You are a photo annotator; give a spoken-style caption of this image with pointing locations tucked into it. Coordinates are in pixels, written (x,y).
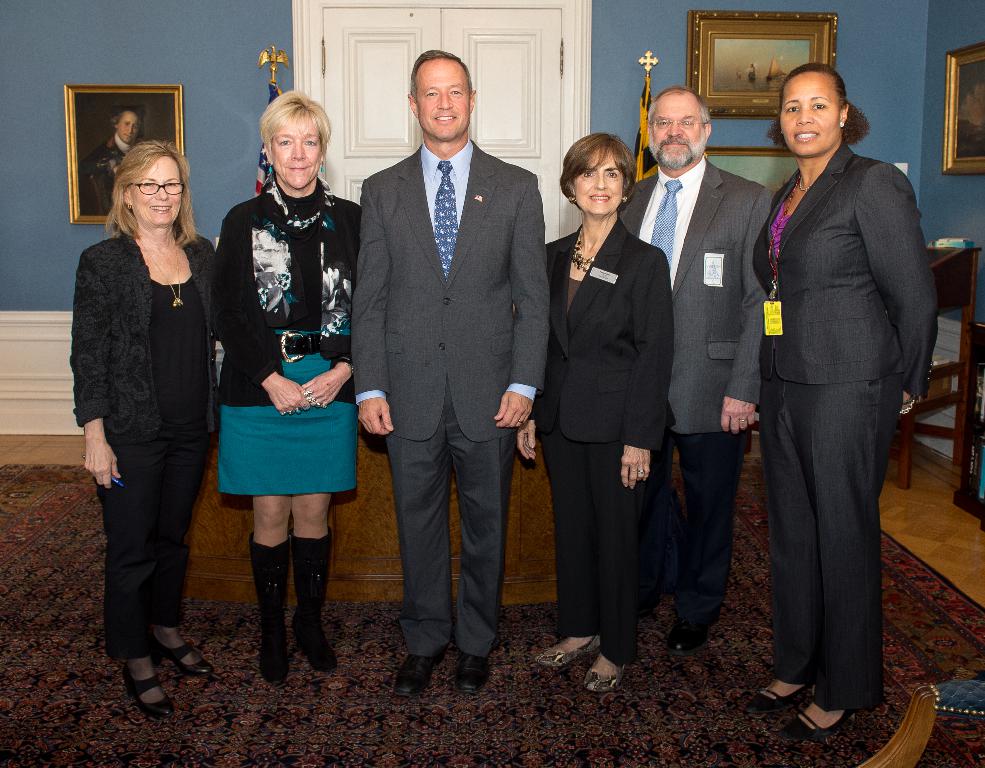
Here we can see four women (604,184) and two men (520,171) standing on a carpet (948,735) on a floor (949,520). In the background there are frames (164,99) on the wall (40,77), doors (543,87), flags (272,50) and objects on a table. On the right (895,735) we can see two objects (930,696).
